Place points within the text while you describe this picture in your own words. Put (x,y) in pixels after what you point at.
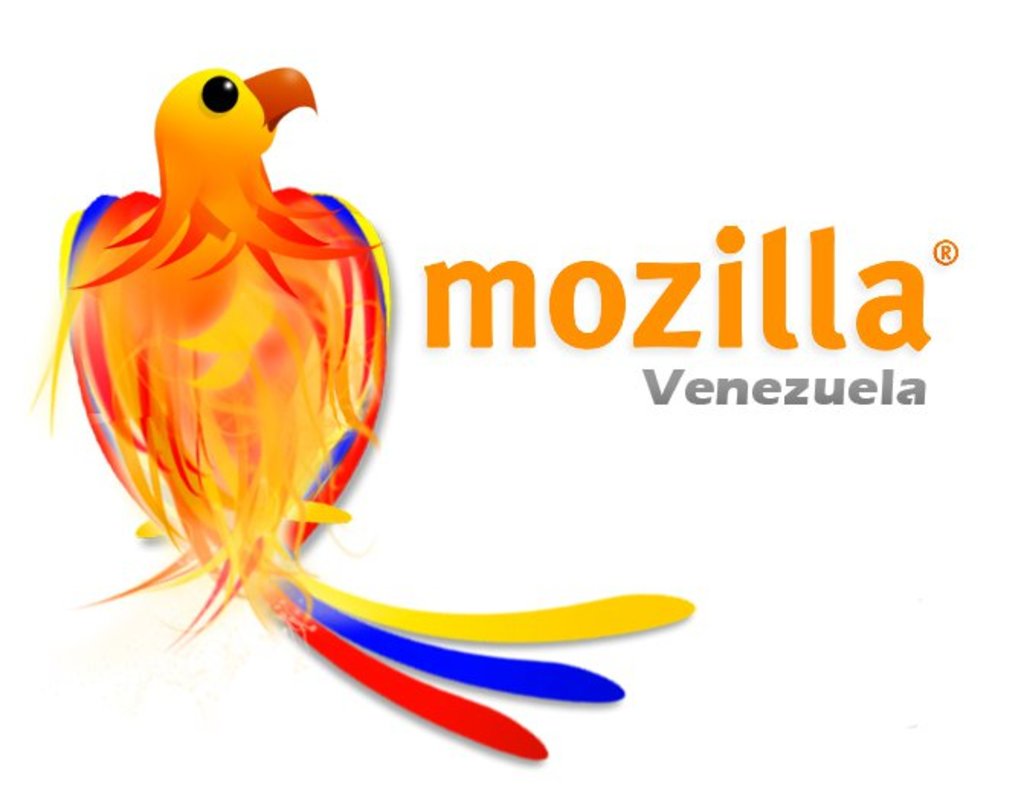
Here in this picture we can see a logo (312,233) present and in that we can see a bird (343,434) and some text (676,385) present.
